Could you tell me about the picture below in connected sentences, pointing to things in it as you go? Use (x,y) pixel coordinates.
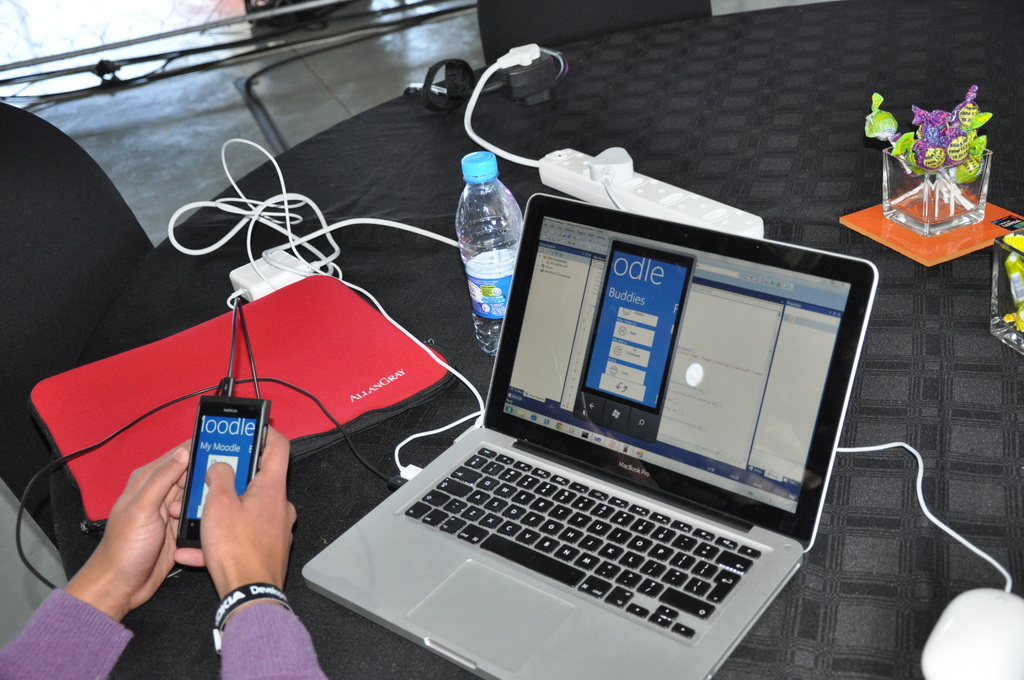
In this picture there is a table (390,250) on the right side of the image (846,562) and there are chairs (22,135) on the left side of the image (40,362), table (753,104) contains water bottle (464,233), wires (441,238), and a laptop (532,459), there is a lady (166,540) who is operating the phone (182,545) at the bottom left side of the image (135,565).
